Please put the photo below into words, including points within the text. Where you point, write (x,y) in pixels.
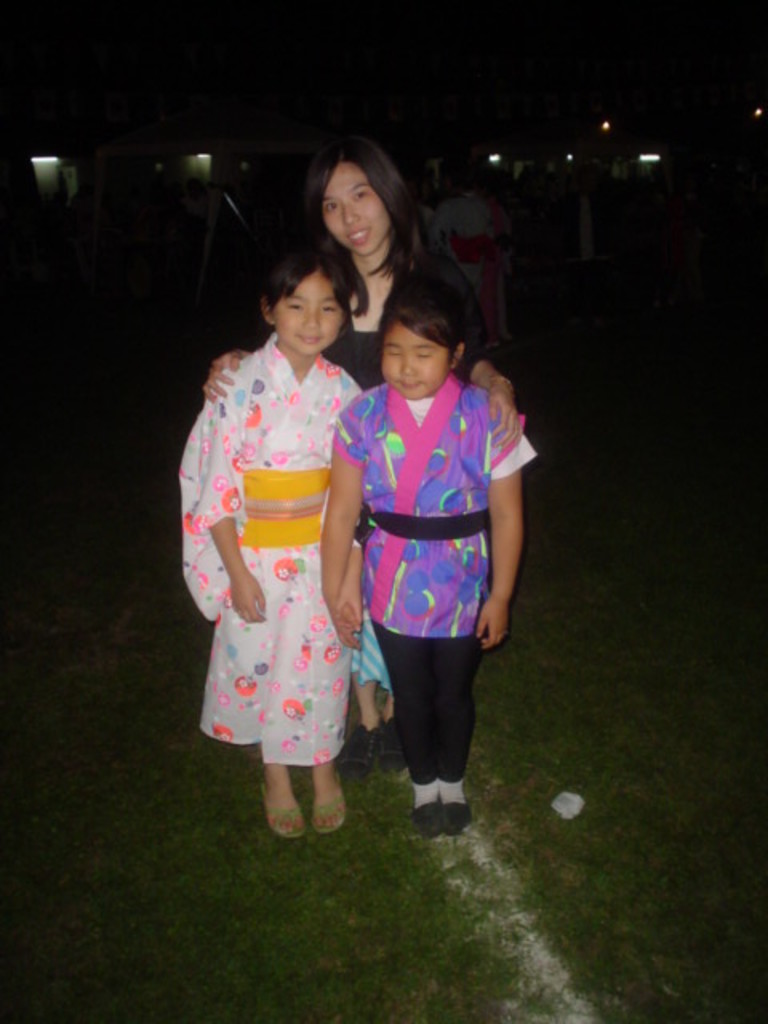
In the foreground (342,148) I can see three persons (286,769) are standing on the grass (311,807). In the background (492,240) I can see a crowd (499,234), building (219,177) and lights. This image is taken may be during night on the grass (23,753).
